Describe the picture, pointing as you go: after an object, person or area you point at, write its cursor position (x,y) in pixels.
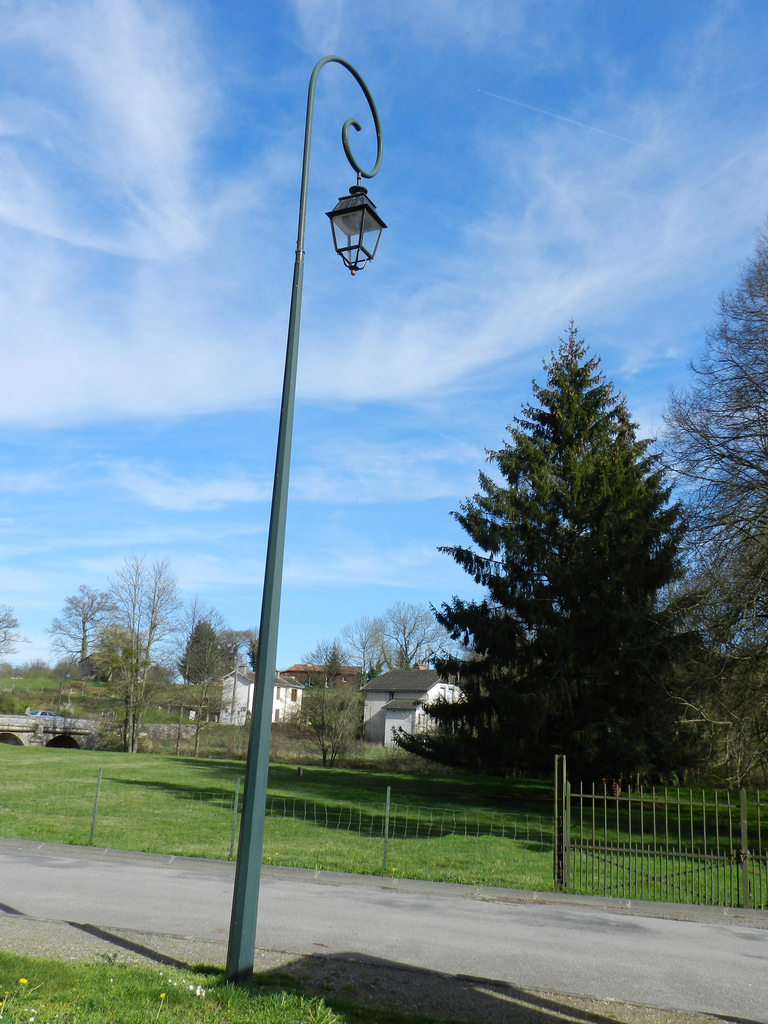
In this image I can see the light pole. In the background (599,851) I can see the railing (676,856), few trees (723,765) in green color, buildings (246,714) and the sky (209,366) is in blue and white color.
